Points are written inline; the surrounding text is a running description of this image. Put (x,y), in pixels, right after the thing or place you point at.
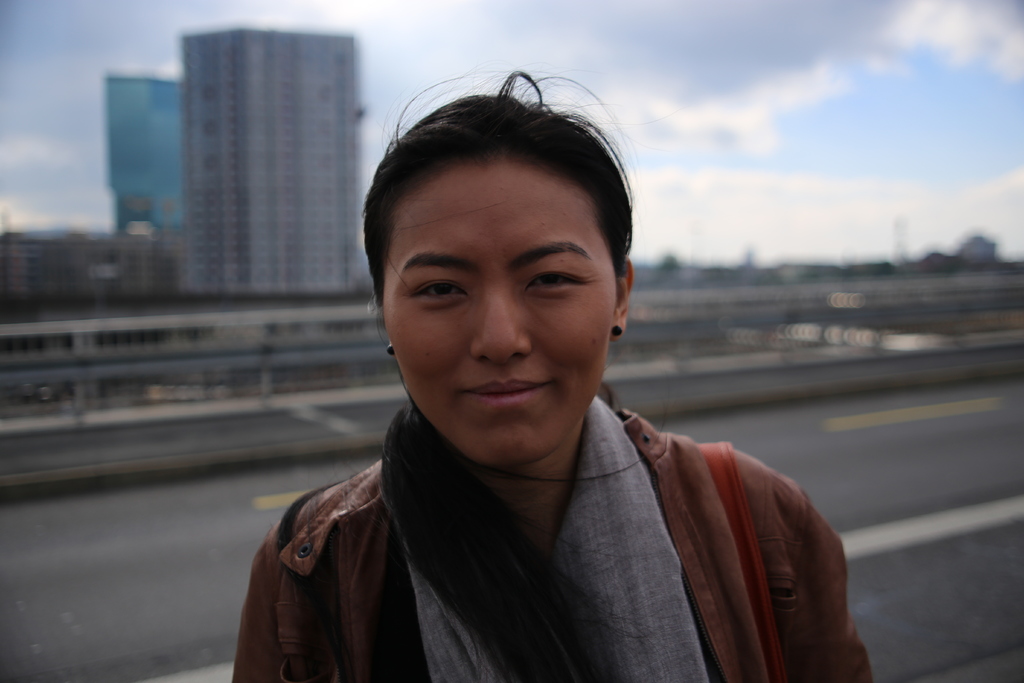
In the foreground of the image (529,420) there is a woman (479,522). There is a road (764,434). In the background of the image (217,229) there are buildings (238,196), trees (800,274), sky (774,185) and clouds (765,198).
